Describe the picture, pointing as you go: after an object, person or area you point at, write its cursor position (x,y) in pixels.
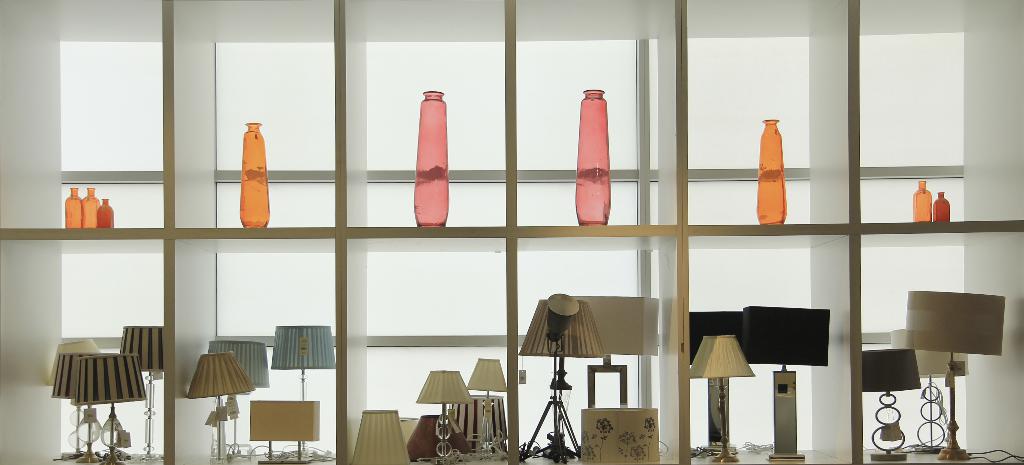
In this image there is a wall (237,184). There are cupboards (25,256). We can see the lamps (932,400) and bottles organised on the shelves (1003,130).
